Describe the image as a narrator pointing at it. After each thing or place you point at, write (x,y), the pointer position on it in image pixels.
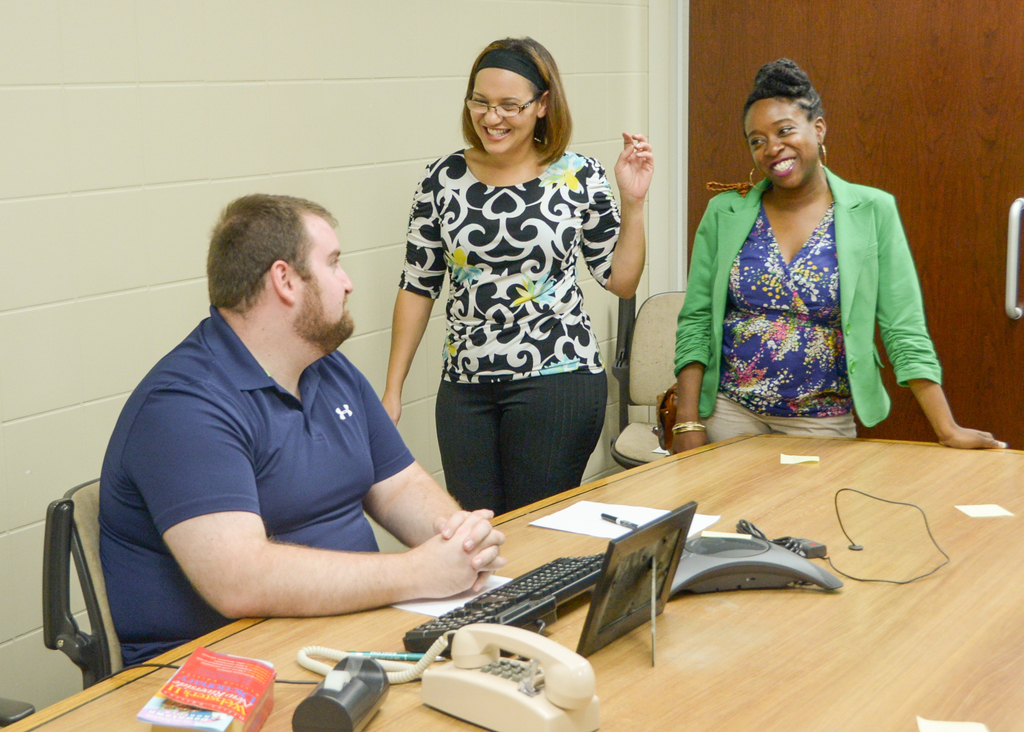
This is the picture of a room (632,368) in which there are two ladies (618,238) who are standing and a guy (214,487) who is sitting on the chair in front of the table (788,713) on which there is a screen (592,615), telephone (483,635), paper (440,602) and some other things (734,533).
